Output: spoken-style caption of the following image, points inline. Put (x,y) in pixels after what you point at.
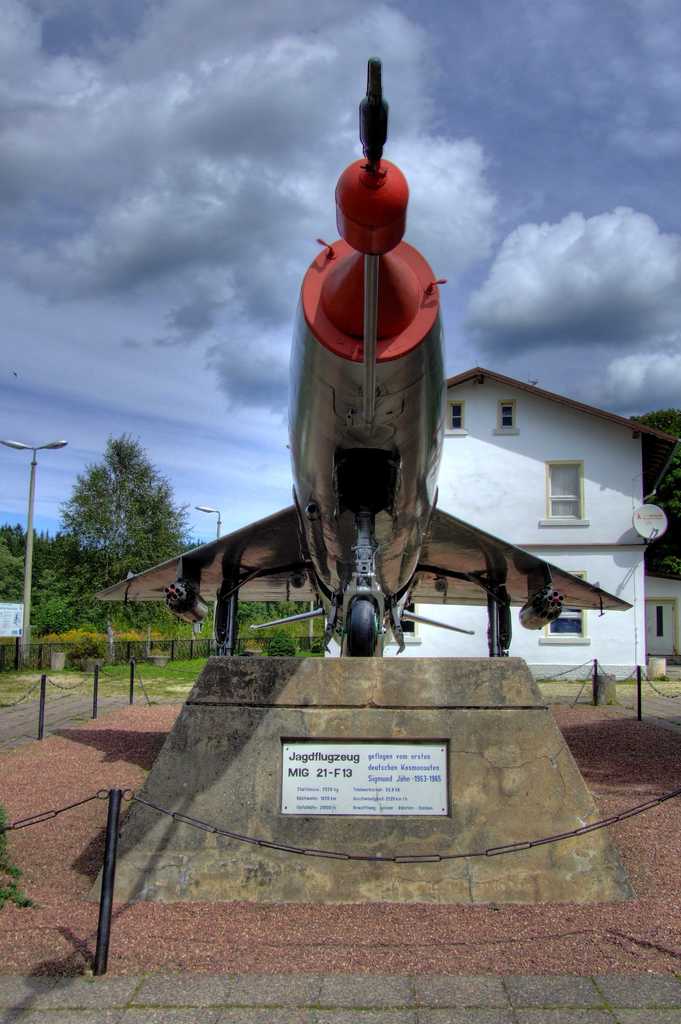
In the center of the image (430,548) we can see a jet plane (388,570) and a name board (395,792) with some text (365,793) on it. We can also see some poles (115,865) with chains (201,824) around it. On the backside (414,642) we can see a house (468,615) with roof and windows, a group of plants (276,628), trees (133,561), street poles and the sky (161,372) which looks cloudy.
